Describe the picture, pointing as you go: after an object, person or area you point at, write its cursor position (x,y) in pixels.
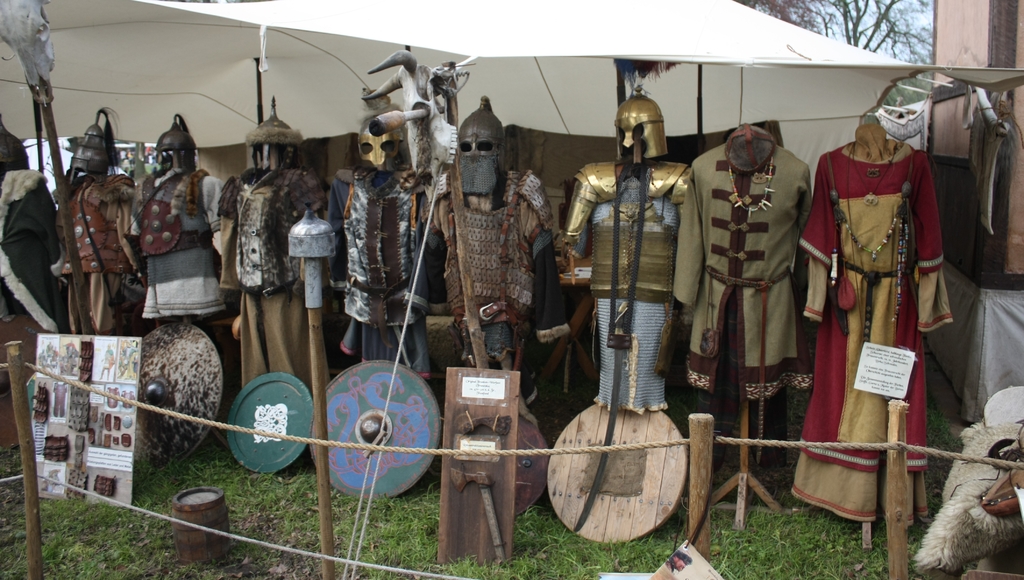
In this image, I can see the warrior costumes (680,217), war shields (591,427), a board (110,372) and a rope fence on the grass (242,508). At the top of the image (511,25), I can see a tent (514,39). In the background (826,22), there are trees (889,11). On the right side of the image (985,218), I can see few objects (969,469).
